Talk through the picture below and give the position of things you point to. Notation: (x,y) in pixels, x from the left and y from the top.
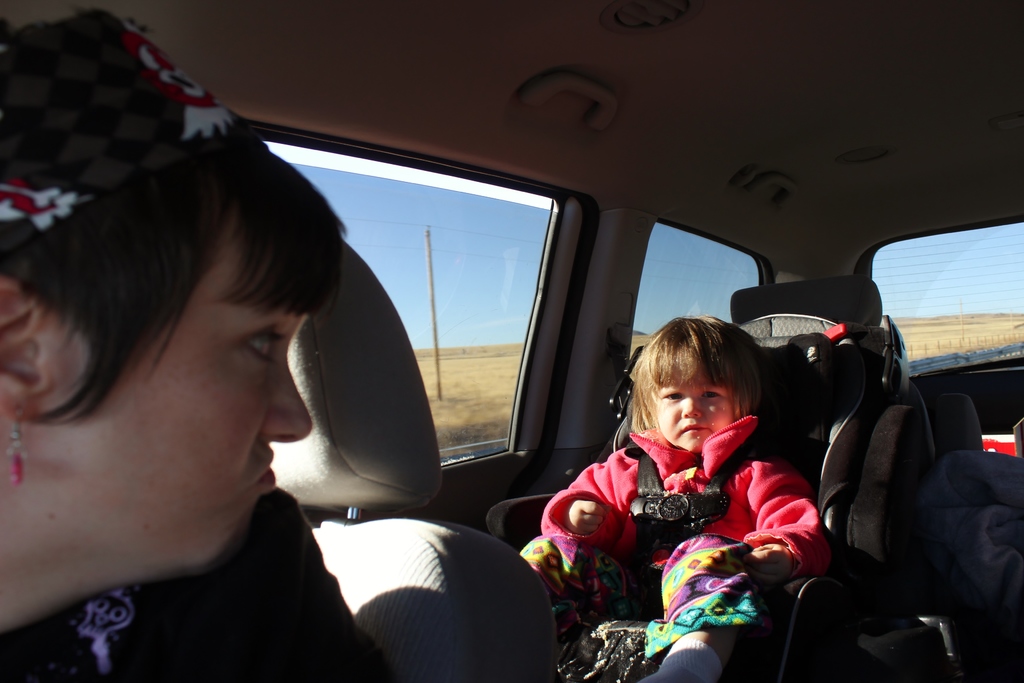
In this picture we can see a girl (687,418) and a woman (197,329) sitting inside a car (855,235) on a seat (786,415). Through car glass window (481,309) we can see sky (448,300), pole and dried grass land area (485,406).
